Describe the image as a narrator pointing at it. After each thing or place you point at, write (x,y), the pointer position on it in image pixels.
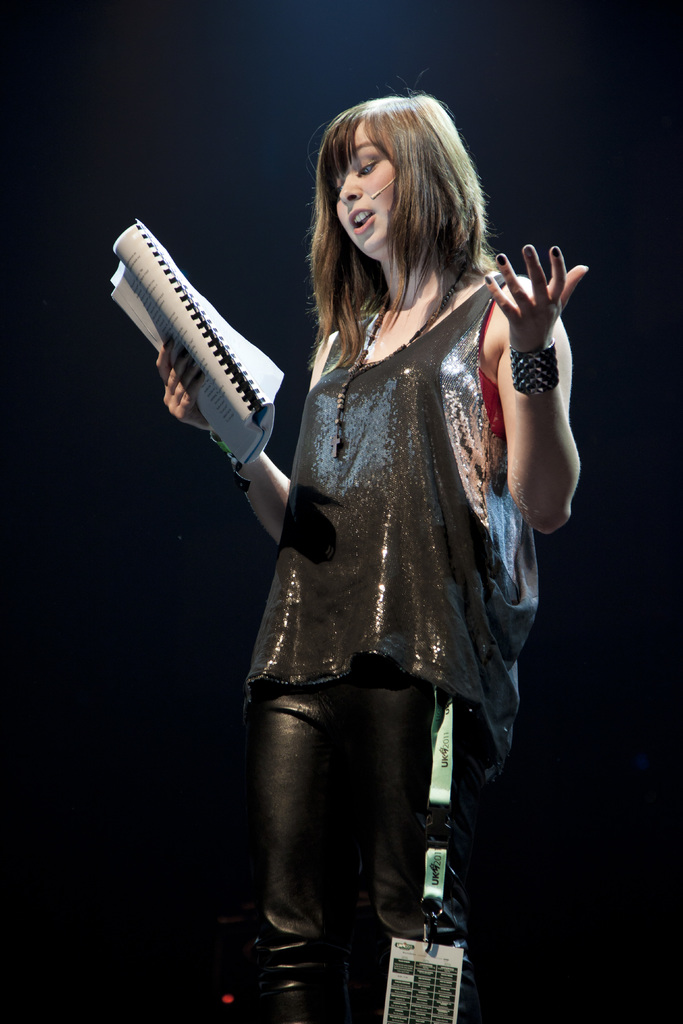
In this picture we can see a woman (517,315) holding a book (221,344) in her hand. Background (237,775) is blurry.
